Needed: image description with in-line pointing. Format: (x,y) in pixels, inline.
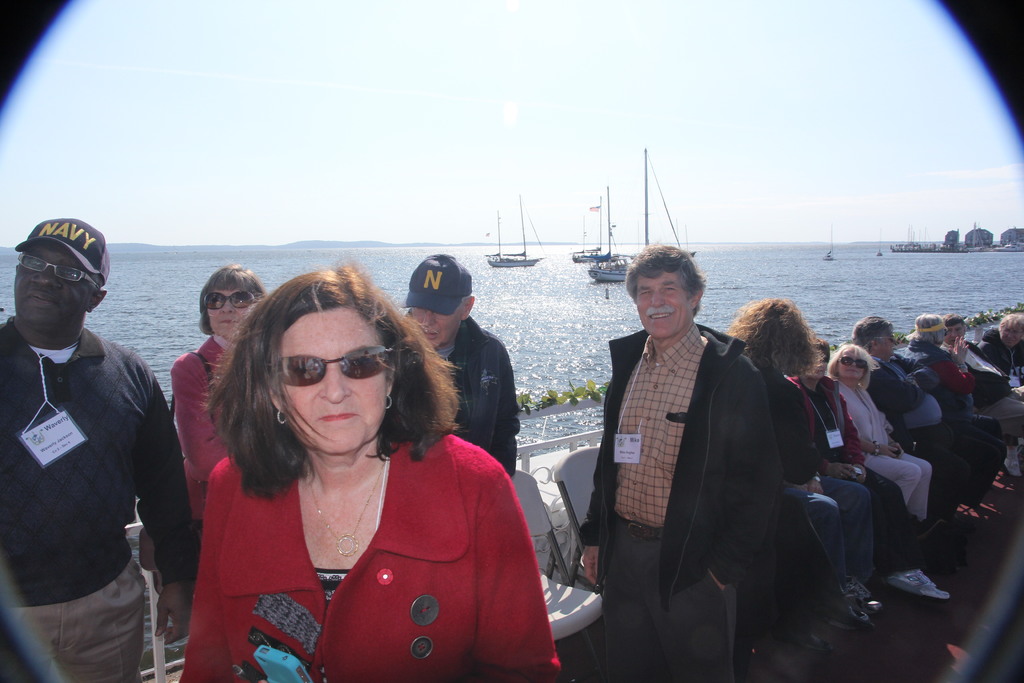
In this picture I can see there are few people (781,440) sitting on the chairs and some of them are standing and there is a ocean (555,285) in the backdrop (131,313) and the sky (236,218) is clear.
